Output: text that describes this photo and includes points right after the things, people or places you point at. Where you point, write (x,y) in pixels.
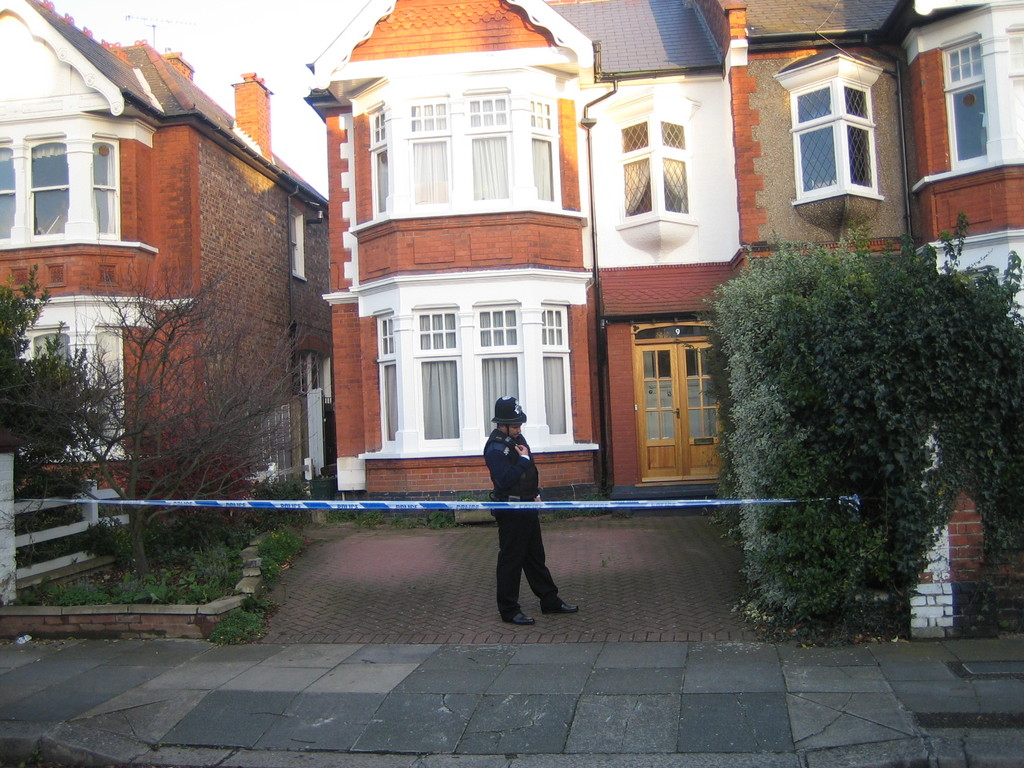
Here we can see a man (500,470) standing on the driveway (317,581). In the background (403,452) there are trees (179,470), plants (191,533), grass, buildings (407,367), windows (36,194), doors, antenna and sky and we can see an object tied over here.
